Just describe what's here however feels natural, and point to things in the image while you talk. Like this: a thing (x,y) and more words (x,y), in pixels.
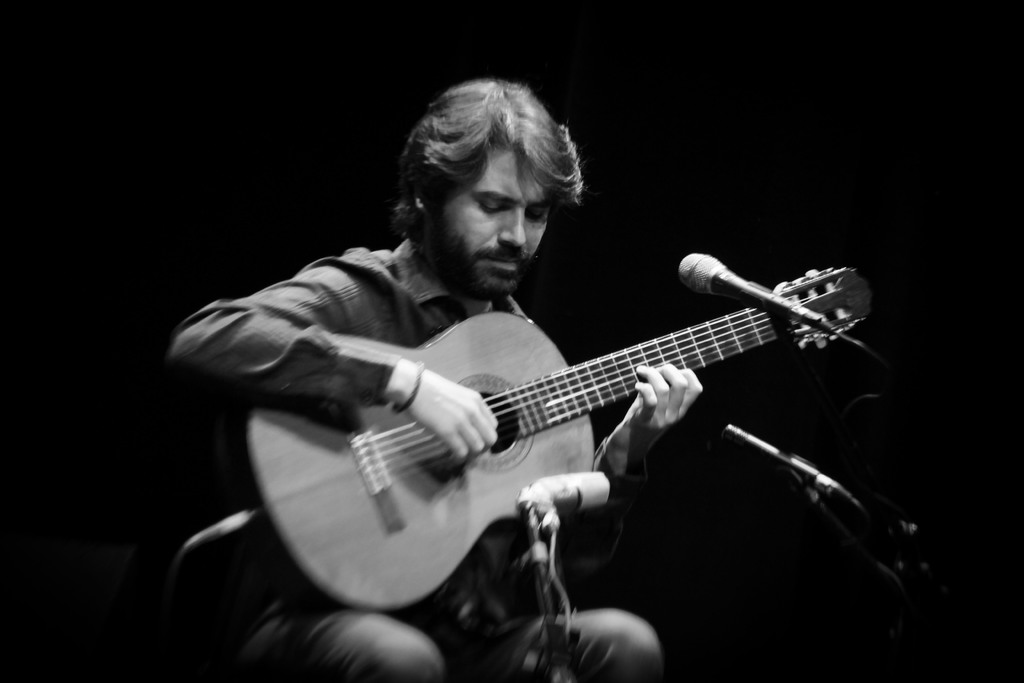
In a picture only one person (440,622) is present and he is sitting and playing a guitar (508,426) in front of the microphone (729,427).
